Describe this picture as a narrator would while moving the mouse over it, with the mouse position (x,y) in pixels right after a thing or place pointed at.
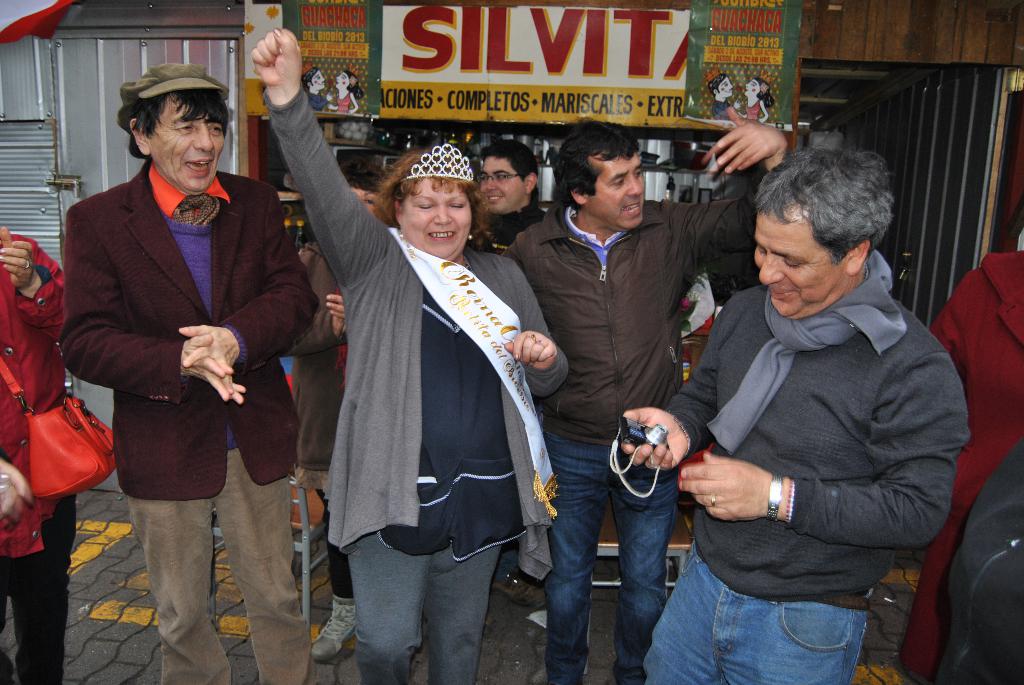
In this image I see a woman (389,303) and I see that there is a crown (447,165) on her head (444,206) and I see few more people (223,368) around her and I see that this man (756,364) is holding a camera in his hand (675,451) and I see the path (129,648) and in the background (443,84) I see a stall (433,139) and I see a board (552,53) over here on which there are words (544,47) written.
